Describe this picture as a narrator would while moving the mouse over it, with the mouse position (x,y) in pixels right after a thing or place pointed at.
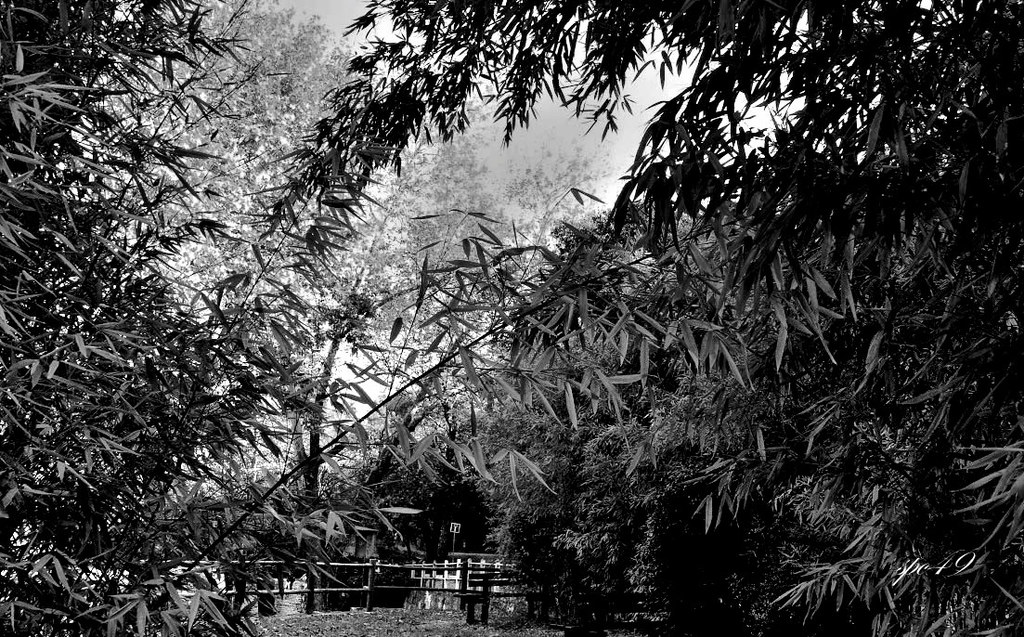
In this image there is a wooden fence (371,575). Around the fence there are trees (564,503).
